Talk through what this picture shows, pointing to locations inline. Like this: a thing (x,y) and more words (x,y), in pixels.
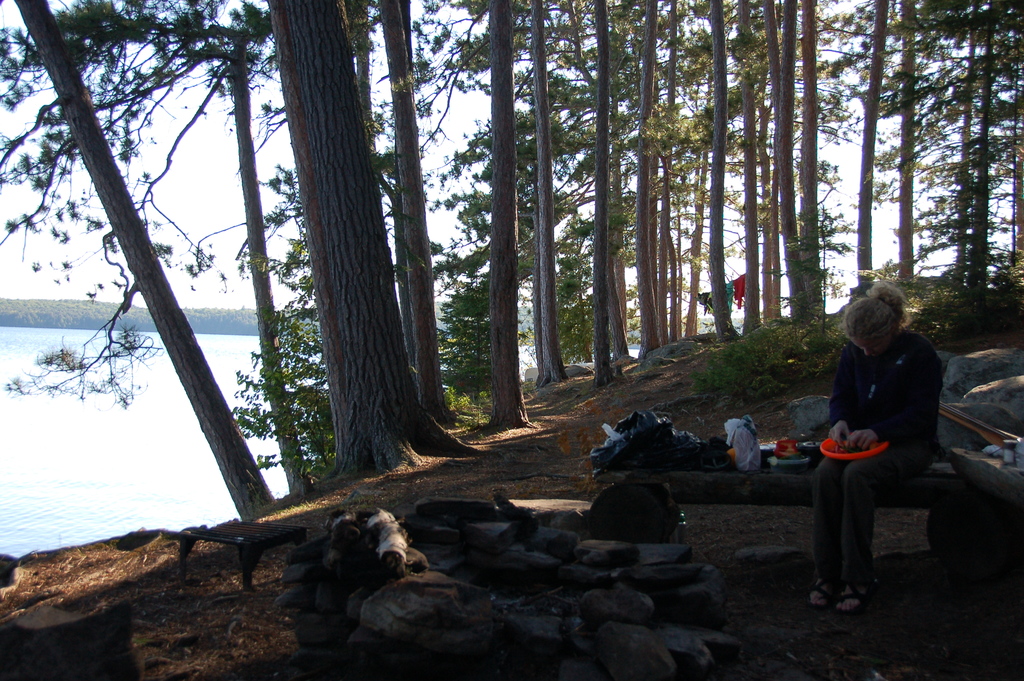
In this image in front (313,575) there are rocks (326,564). There is a table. There is a person (853,471) sitting on the wooden platform (960,499) and she is holding an object (858,454). Beside her there are few other objects (709,448). In the background of the image (634,229) there are trees (389,259), water (190,434) and sky (218,185).
